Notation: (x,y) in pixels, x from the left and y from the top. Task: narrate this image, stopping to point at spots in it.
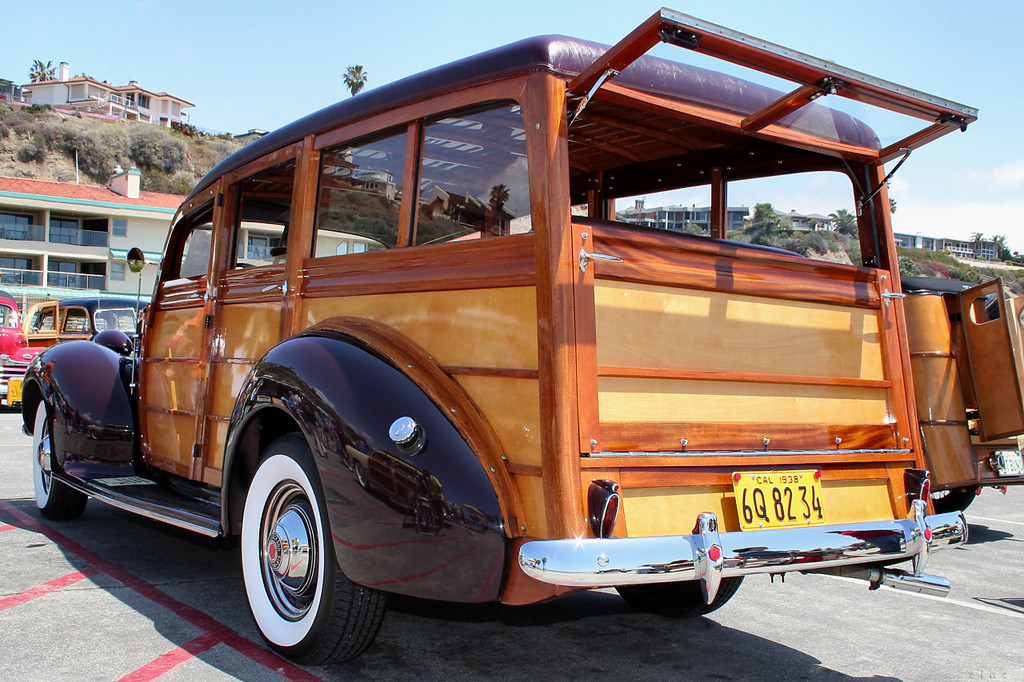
In this image I can see few vehicles (426,295) in the front (533,276). In the background (972,257) I can see number of buildings (64,295), number of trees (832,244), clouds (937,214) and the sky (221,54).
